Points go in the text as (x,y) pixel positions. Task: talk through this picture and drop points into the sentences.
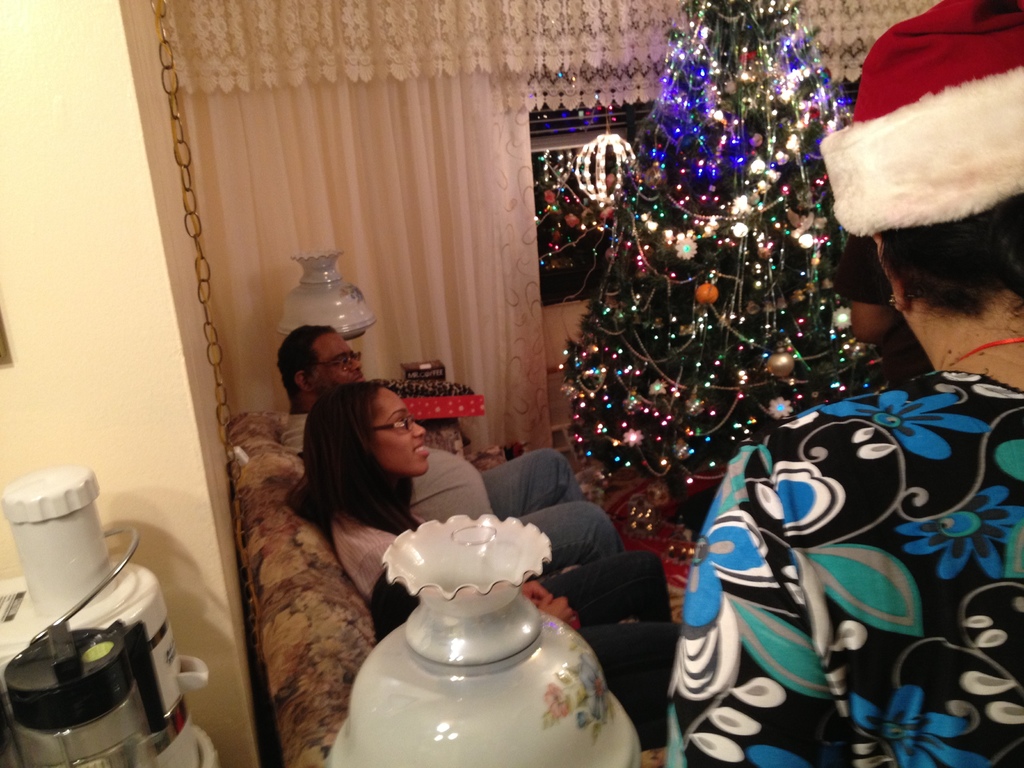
In this image we can see persons (383,586) sitting on the sofa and a woman (912,464) standing. In the background (746,428) we can see christmas tree (653,224), curtain (244,244), food processors (98,579) and vases (421,527).
